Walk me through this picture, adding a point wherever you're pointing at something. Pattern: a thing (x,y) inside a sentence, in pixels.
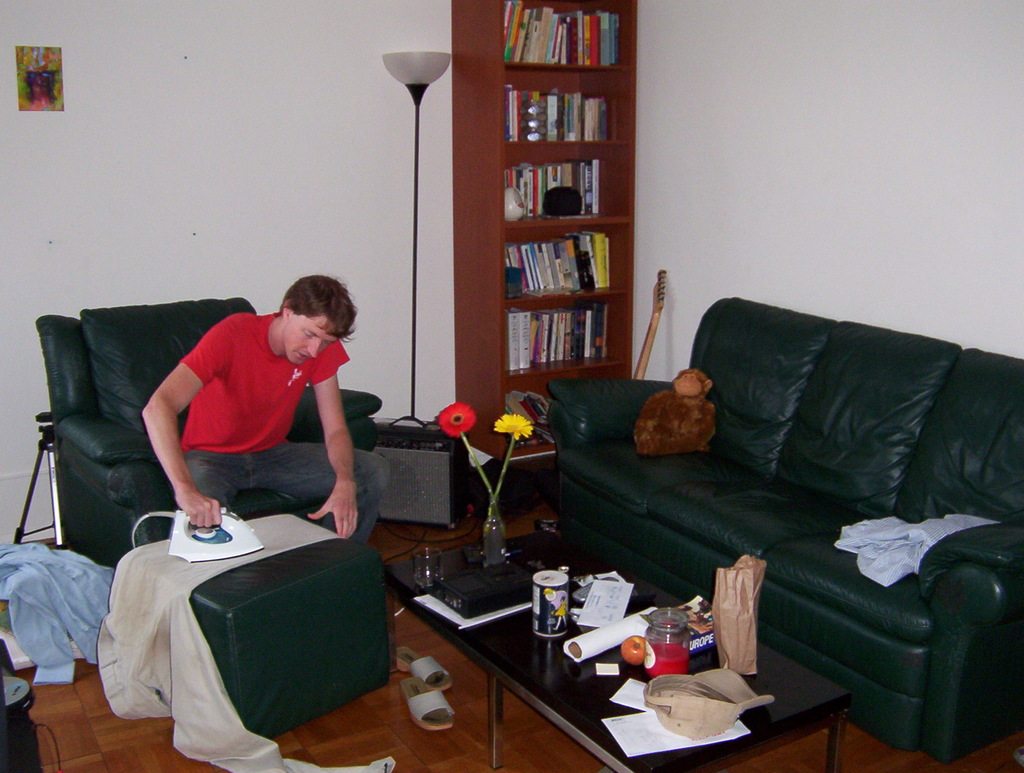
In this image I can see a person (259,450) is holding the iron box (182,549). In front of him there is a table (588,663). On the table (572,588) there is a flower vase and some of the objects (650,638). In the back (558,354) there is a cupboard (496,174) and the books (519,137) inside it.
